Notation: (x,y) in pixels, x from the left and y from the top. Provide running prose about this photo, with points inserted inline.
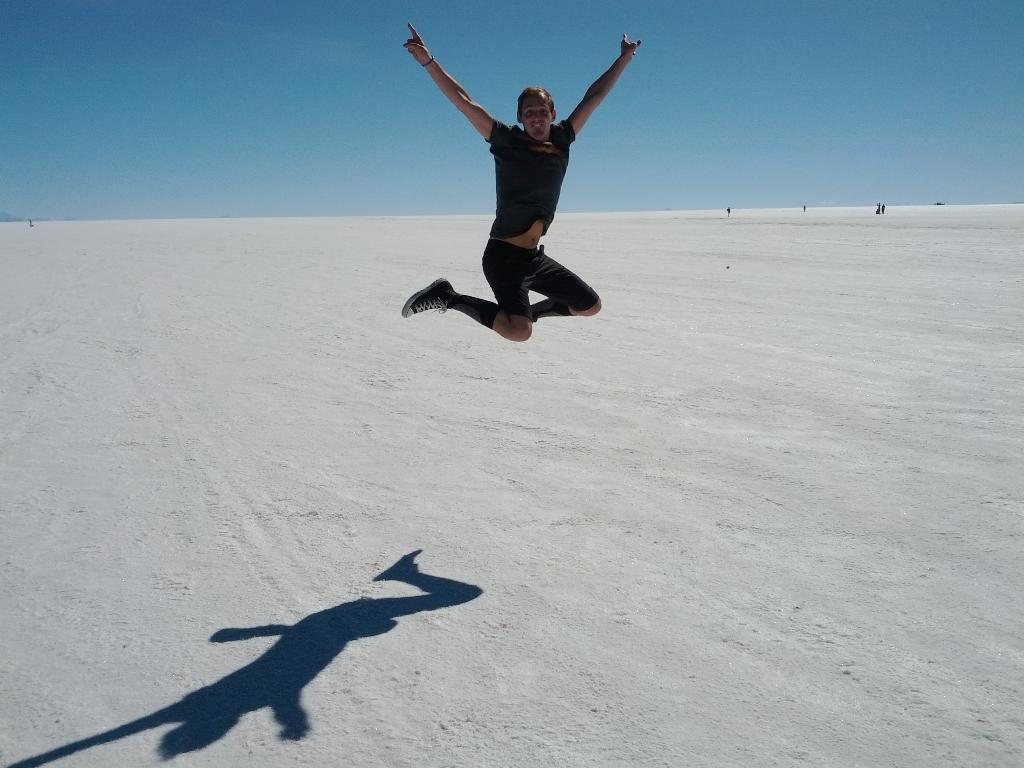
In this image we can see few people (519,232). A person (506,210) is in the air. There are few people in the image. We can see the sky (847,200) in the image.
